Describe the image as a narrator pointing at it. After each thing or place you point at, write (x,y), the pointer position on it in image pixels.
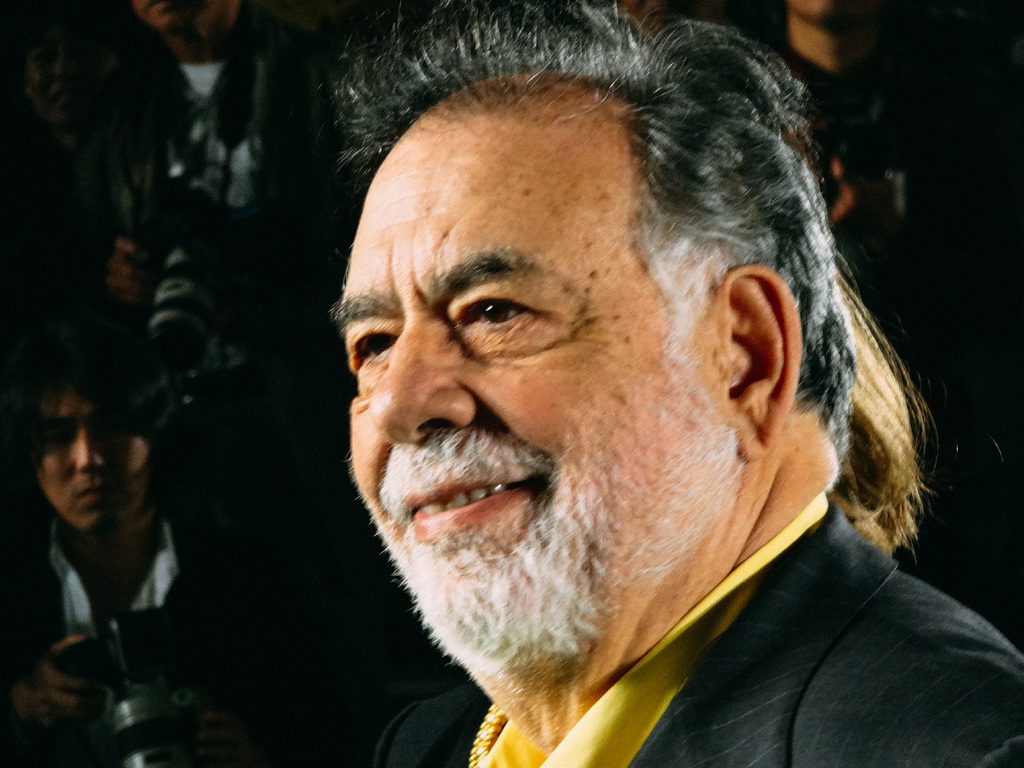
In this image we can see there is a person (532,474) with a smile (460,496) on his face (478,495), behind him there are few people (284,115), one of them is holding a camera (142,688) in his hand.
